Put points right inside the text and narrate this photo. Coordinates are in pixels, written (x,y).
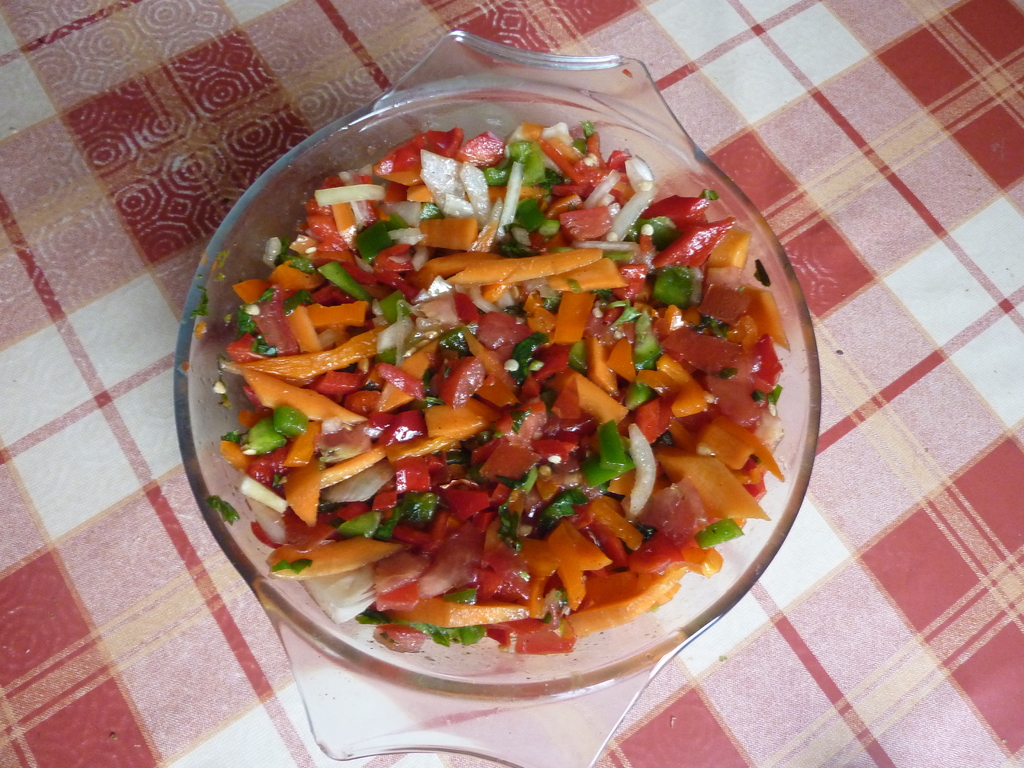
In the center of the image (456,274) there is a salad (434,365) in bowl (328,725) placed on the table (811,650).
